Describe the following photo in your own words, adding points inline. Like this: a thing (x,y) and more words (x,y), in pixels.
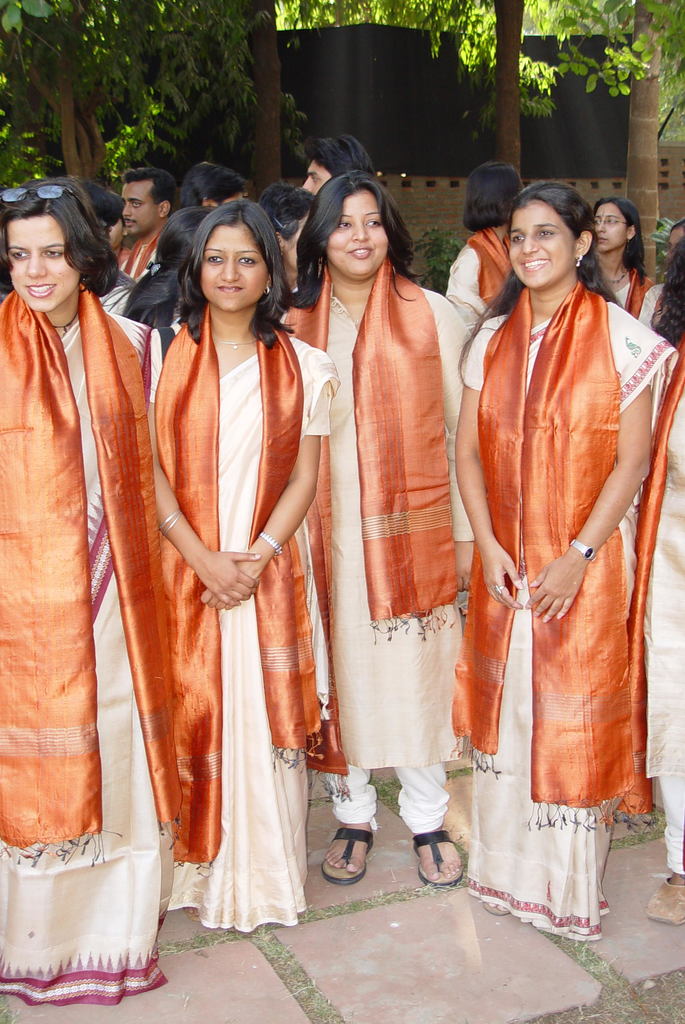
In this image, we can see people (284,344) wearing shawls (70,624) and some are wearing glasses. In the background (365,111), there are trees (255,65) and we can see a wall (602,194) and a board (366,86). At the bottom (349,930), there is ground (410,937).
